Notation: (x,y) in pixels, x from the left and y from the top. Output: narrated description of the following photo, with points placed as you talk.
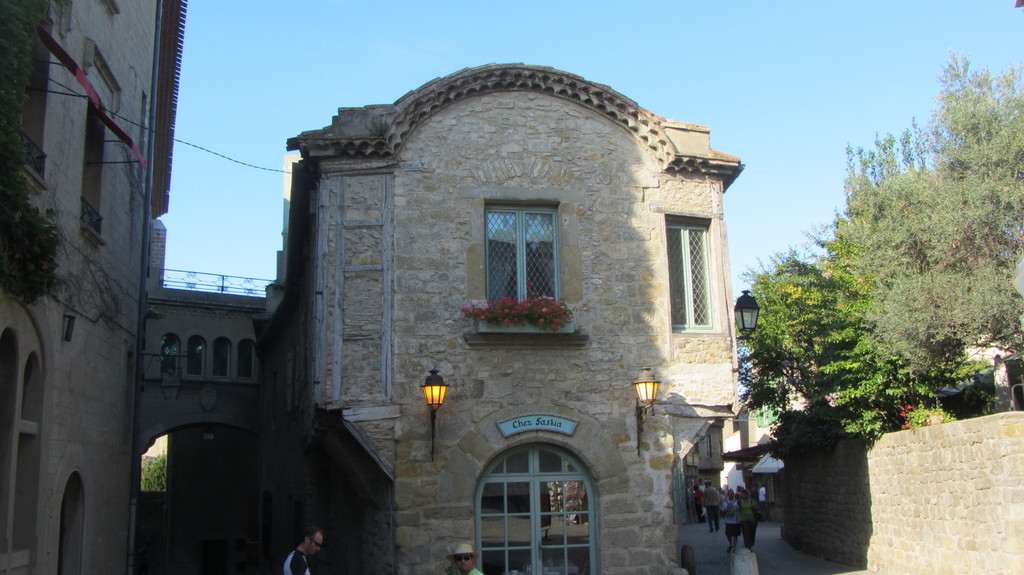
This picture shows couple of buildings (188,394) and we see trees (826,345) and few lights (751,300) and we see people (740,488) walking and a blue sky (630,92).
